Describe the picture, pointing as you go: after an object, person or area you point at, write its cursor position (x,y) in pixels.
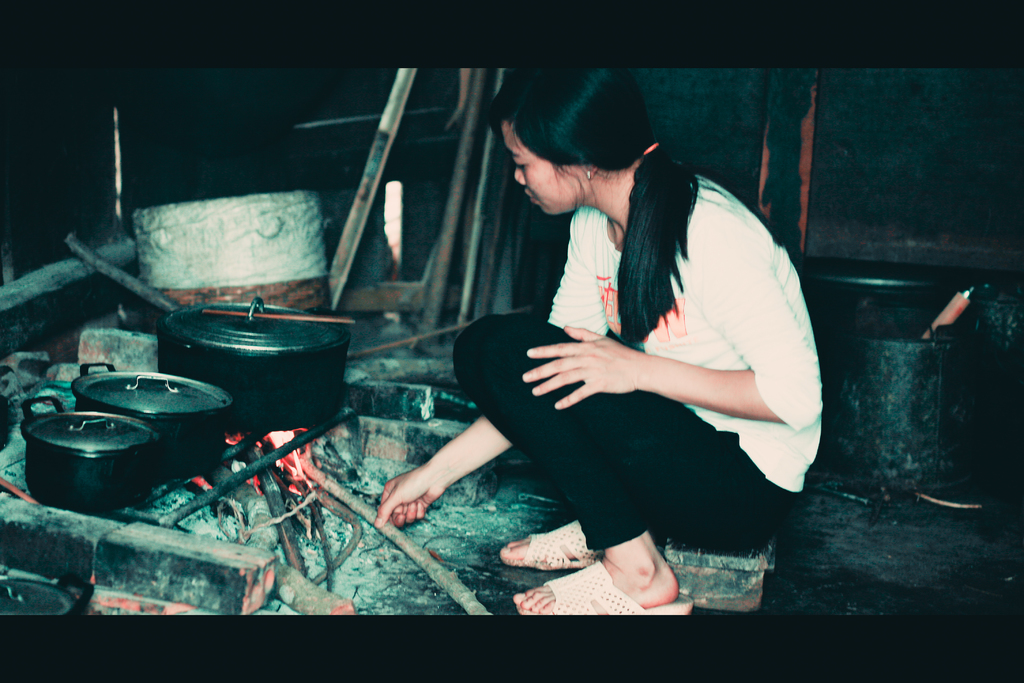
In this picture we can see a woman (543,89) sitting and she is holding a wooden stick (393,527) with her hand (379,522). We can see fire (277,454) and cooking containers (262,410).
